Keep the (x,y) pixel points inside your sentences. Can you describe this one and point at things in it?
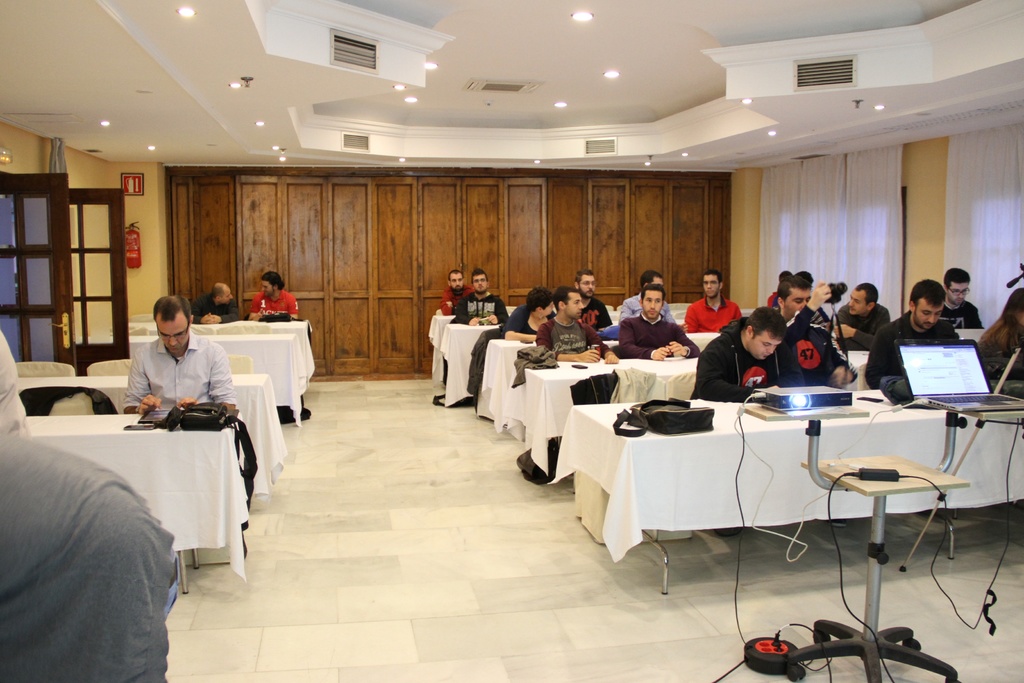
This picture shows a group of people (166,320) seated on the chair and we see couple of bags (671,424) on the tables (223,439) and a projector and a laptop (971,400) and a man (803,317) holding a camera (844,289) and we see few lights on the roof (464,66).
